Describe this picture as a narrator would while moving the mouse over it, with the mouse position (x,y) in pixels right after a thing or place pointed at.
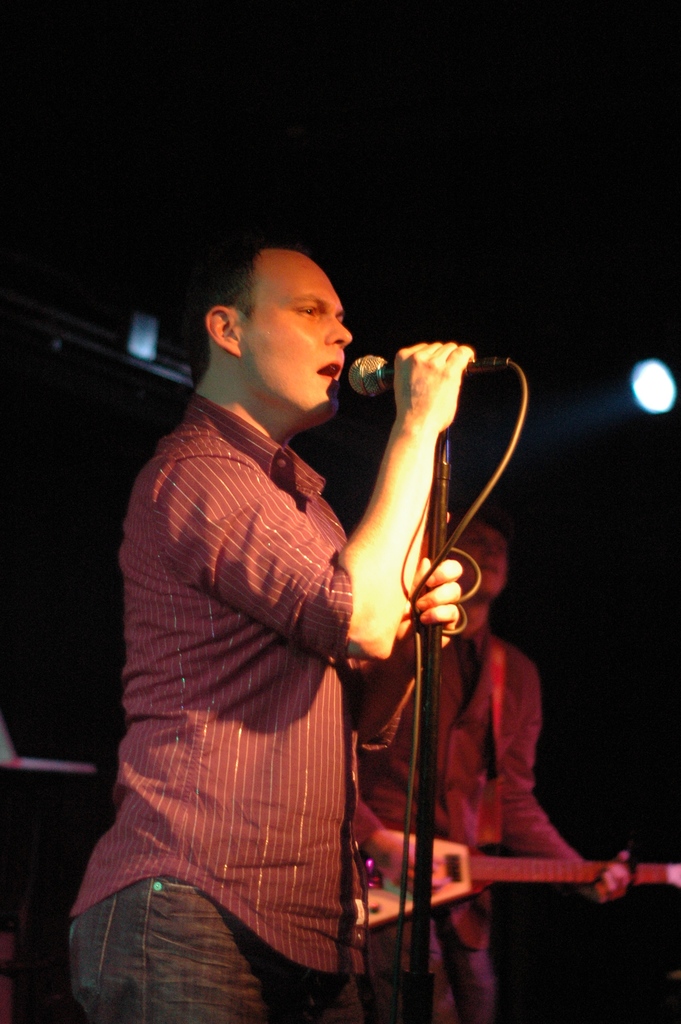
Here in this picture a man (196,743) with red shirt (205,792) and a jeans pant (193,952). He is holding the mic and he is singing. To the left of him there is man (480,732) playing guitar (513,862).
